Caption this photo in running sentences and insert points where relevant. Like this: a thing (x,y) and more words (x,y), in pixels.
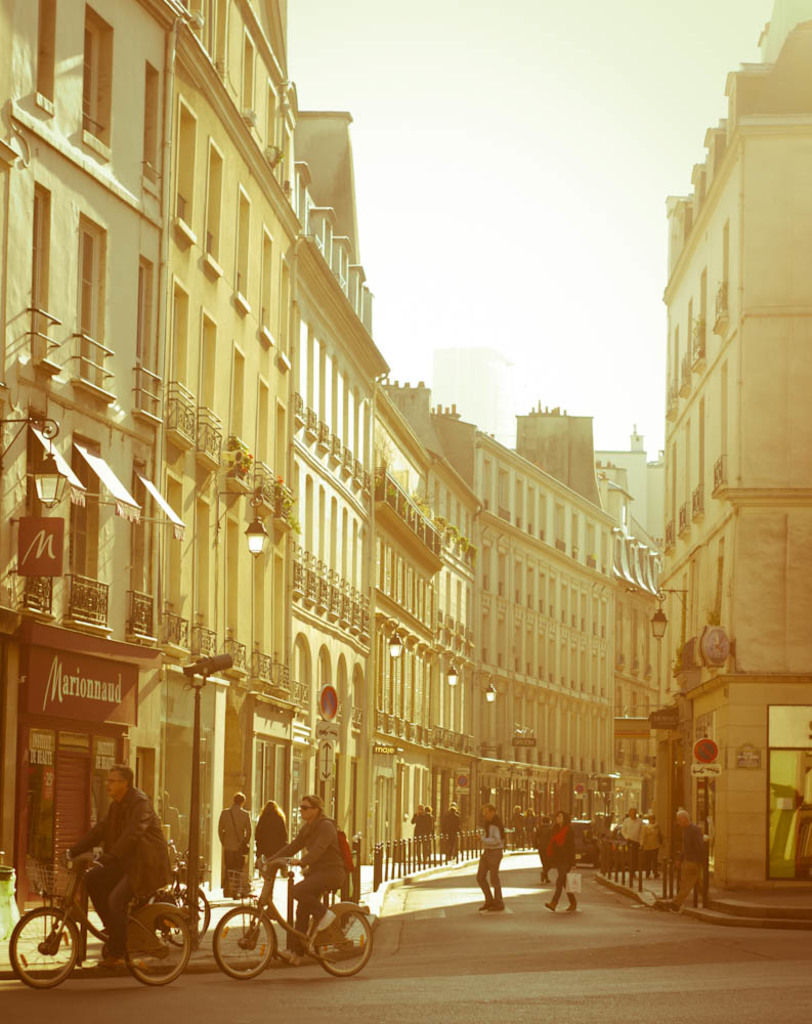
This is a picture of outside of a city (488,695) and right side (762,531) there is a building (738,544) and left side (191,341) there is a another building (246,360), there is a sky (472,247) visible and there are the people (145,879) riding on the bicycle (21,965) visible on the left side (109,888), on the middle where are the persons (499,869) walking on the road (510,959).
